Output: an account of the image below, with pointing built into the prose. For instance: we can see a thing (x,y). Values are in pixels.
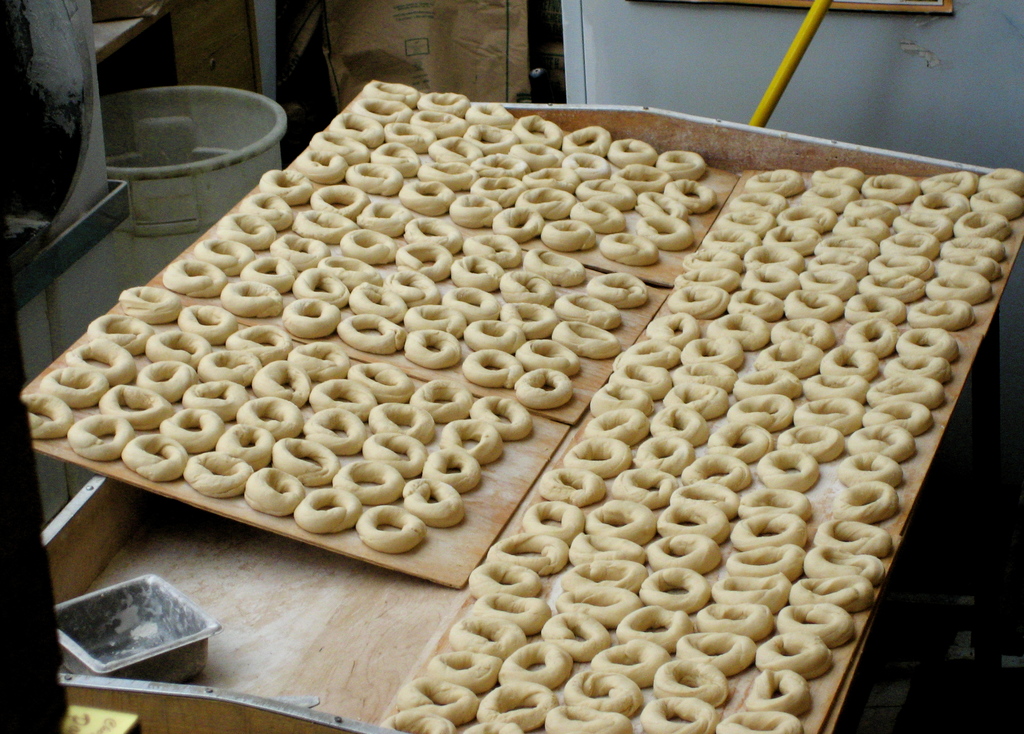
In the image we can see food items (515,387), kept on the wooden surface (470,550). This is a container (114,621) and other objects (73,216).
